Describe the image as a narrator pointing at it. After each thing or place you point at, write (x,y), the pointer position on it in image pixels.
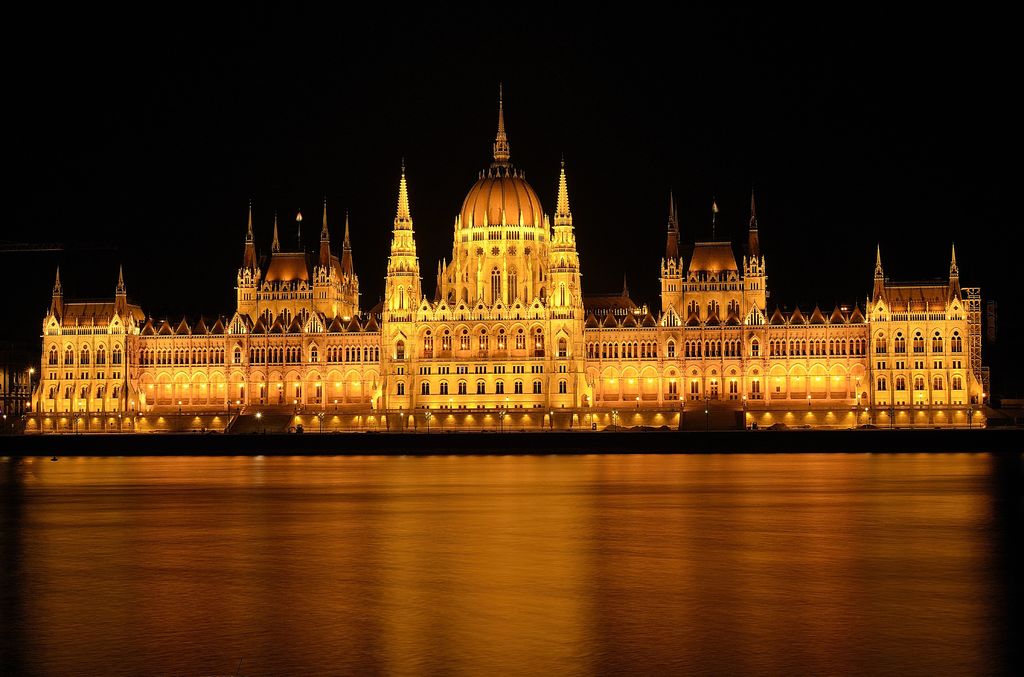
In this image in the center (485,372) there is a palace (464,355) and some lights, at the bottom (297,538) there is water (714,516) and there is a dark background (101,122).
